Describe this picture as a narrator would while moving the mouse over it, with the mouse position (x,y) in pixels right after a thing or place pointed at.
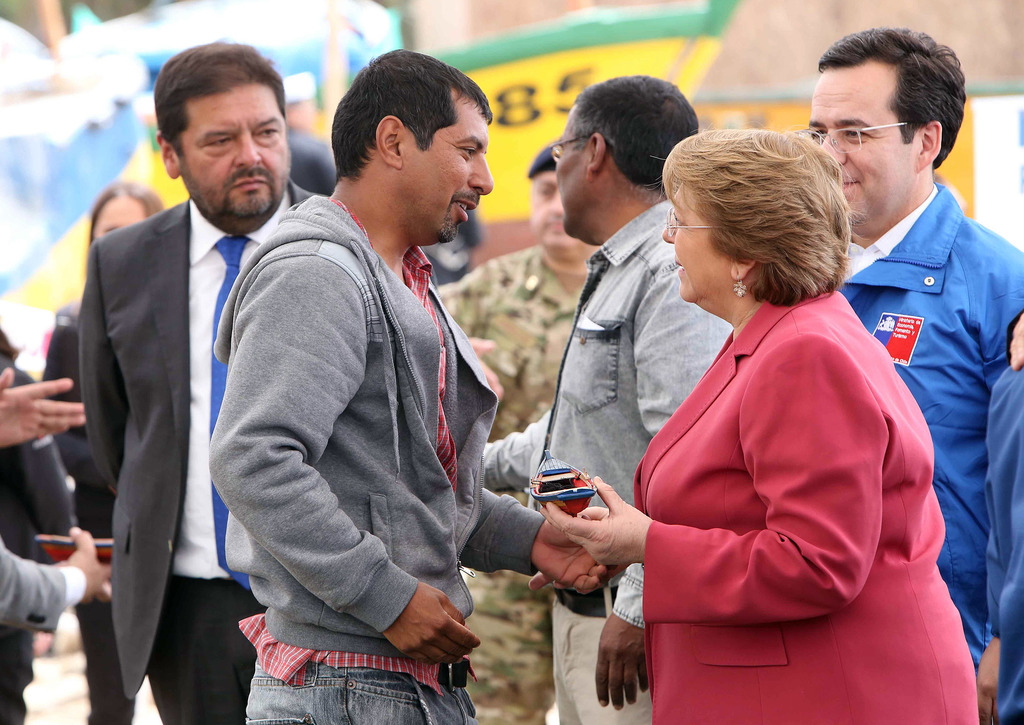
In this image we can see a group of people (404,336) standing on the ground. One woman (736,532) wearing spectacles (674,234) and red coat (745,508) is holding a toy (582,509) in her hand (584,512). In the background (118,131), we can see group of boats (41,146).
